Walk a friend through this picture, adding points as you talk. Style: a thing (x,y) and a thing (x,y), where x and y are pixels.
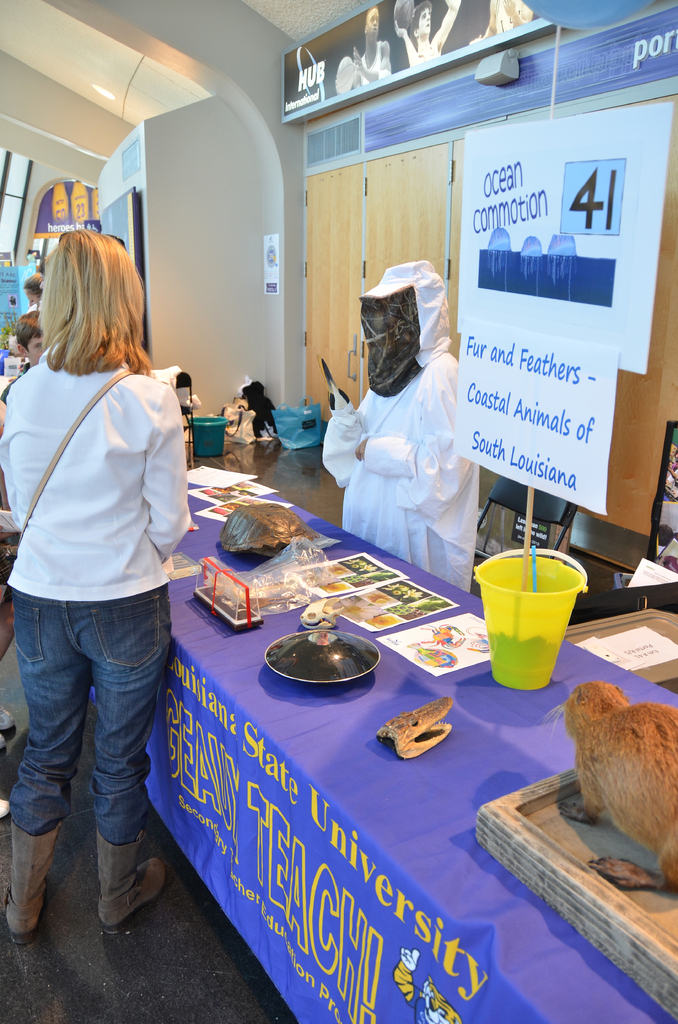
In this image I can see a woman (110,428) standing and wearing bag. In front (506,606) I can see a pages (453,660), yellow bucket (510,665), animal (587,686), boards (548,310) on the table (445,814). Back I can see some objects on the floor (270,452). The wall (232,203) is in white color.
